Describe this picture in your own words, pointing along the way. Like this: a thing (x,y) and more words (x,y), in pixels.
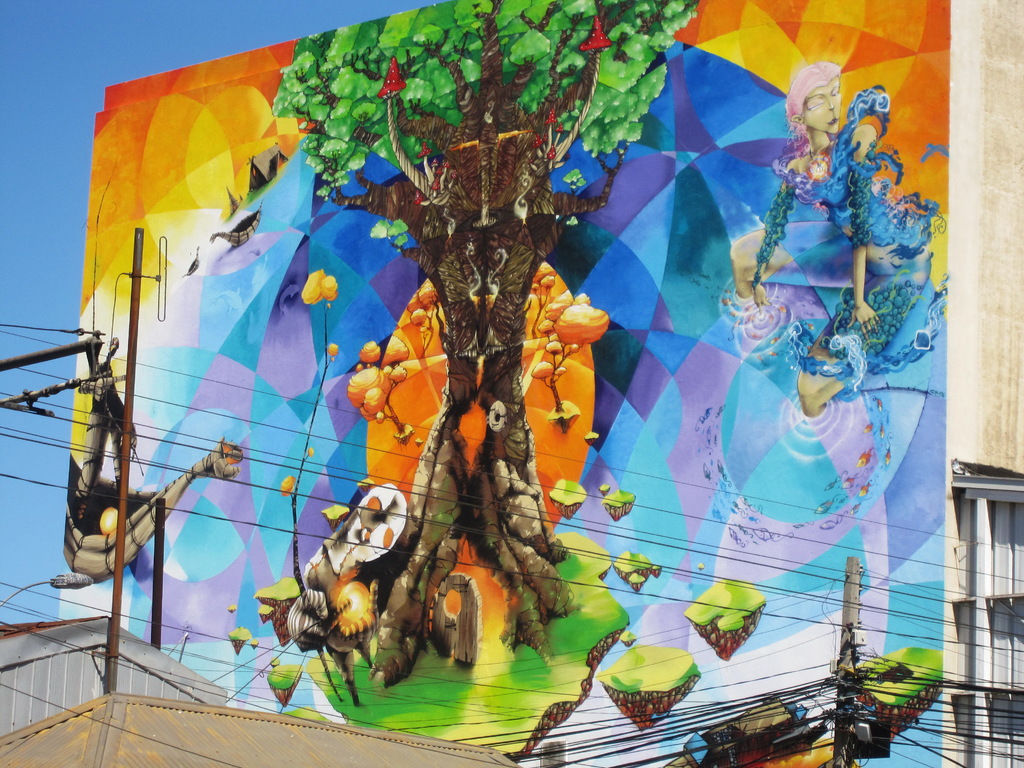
In this image we can see paintings (455,492) on the wall (241,574), buildings (51,624), electric poles (112,637), electric cables (827,686), street light (77,583), street pole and sky (225,34) in the background (11,222).
